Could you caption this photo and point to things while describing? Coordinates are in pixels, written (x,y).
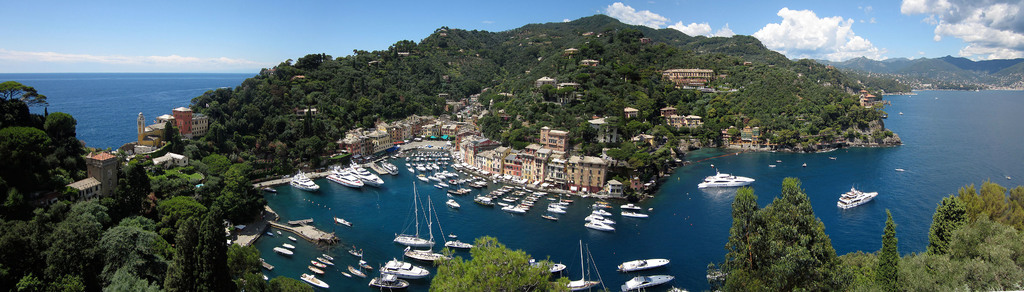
This is the picture of a city (475,158). In this image there are boats (313,260) on the water (681,222). There are buildings (862,103) and there are trees (829,113) on the mountains (784,92). At the top (386,22) there is sky (561,14) and there are clouds (854,40). At the bottom (720,220) there is water (711,207).
